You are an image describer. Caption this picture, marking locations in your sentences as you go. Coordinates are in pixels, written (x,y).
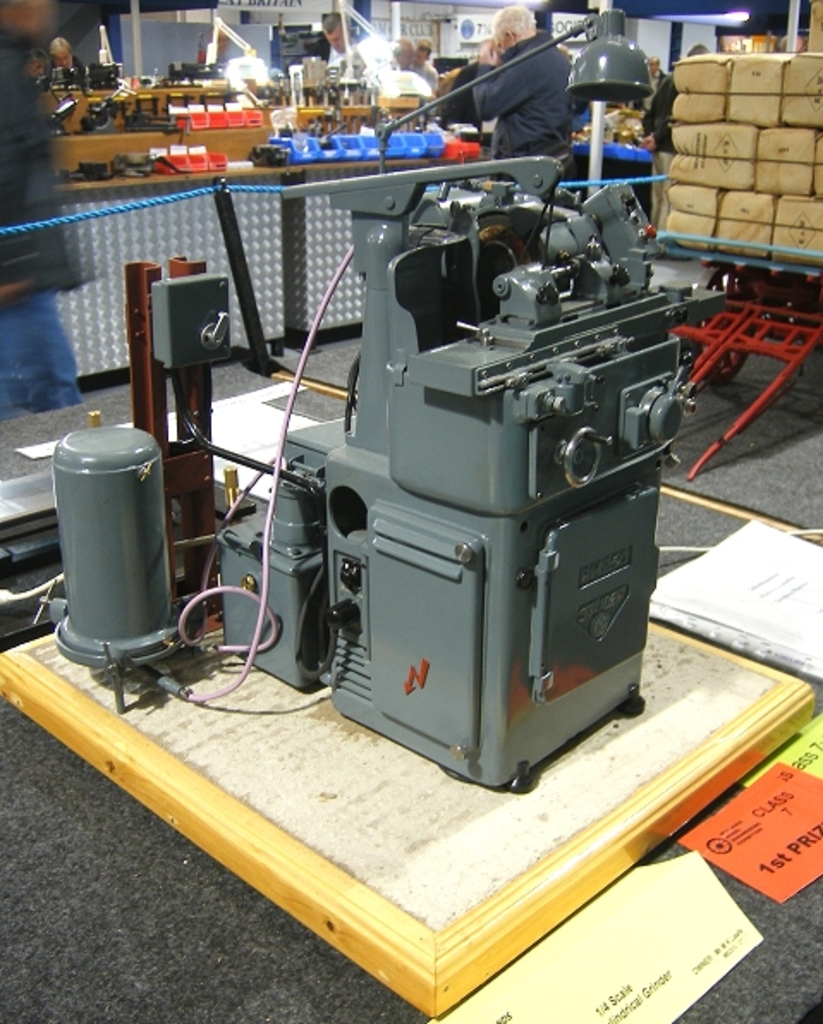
In this image there is a table (777,927), on that table (671,585) there is a machine (382,270), in the background (62,251) there are people (504,106) walking and there are objects (328,112) and packets (720,207).
